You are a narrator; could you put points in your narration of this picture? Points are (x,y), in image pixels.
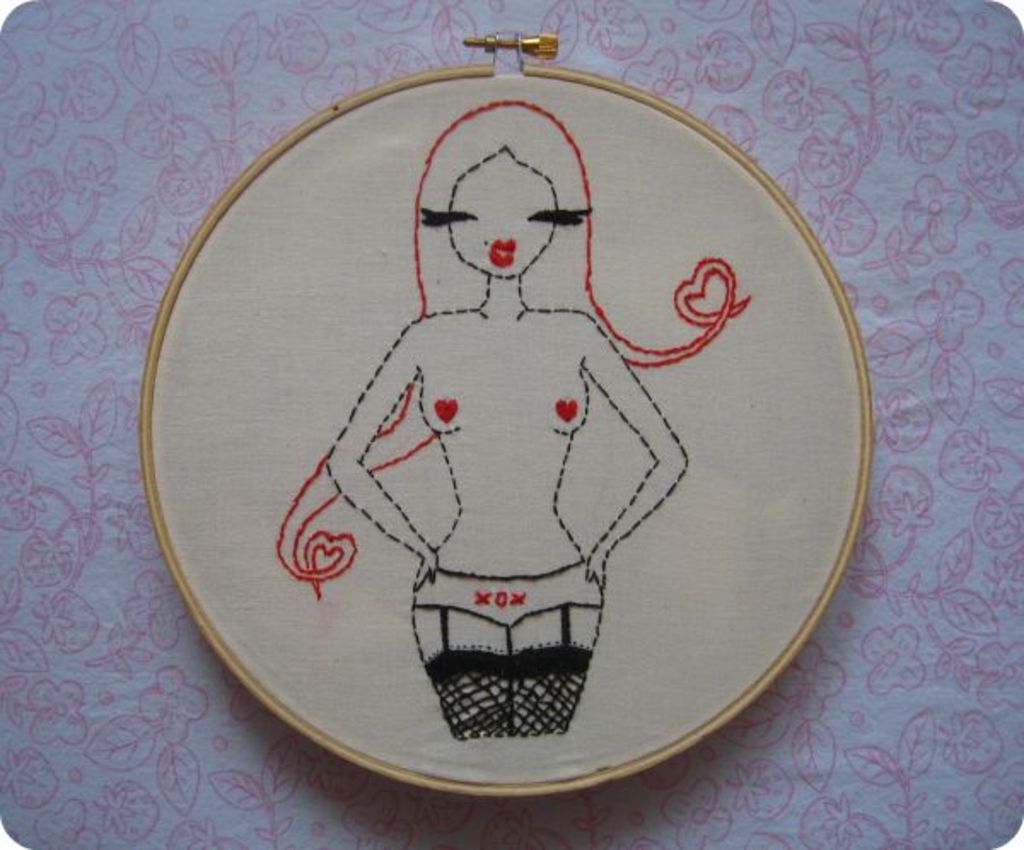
In this image, we can see a person design (590,402).
